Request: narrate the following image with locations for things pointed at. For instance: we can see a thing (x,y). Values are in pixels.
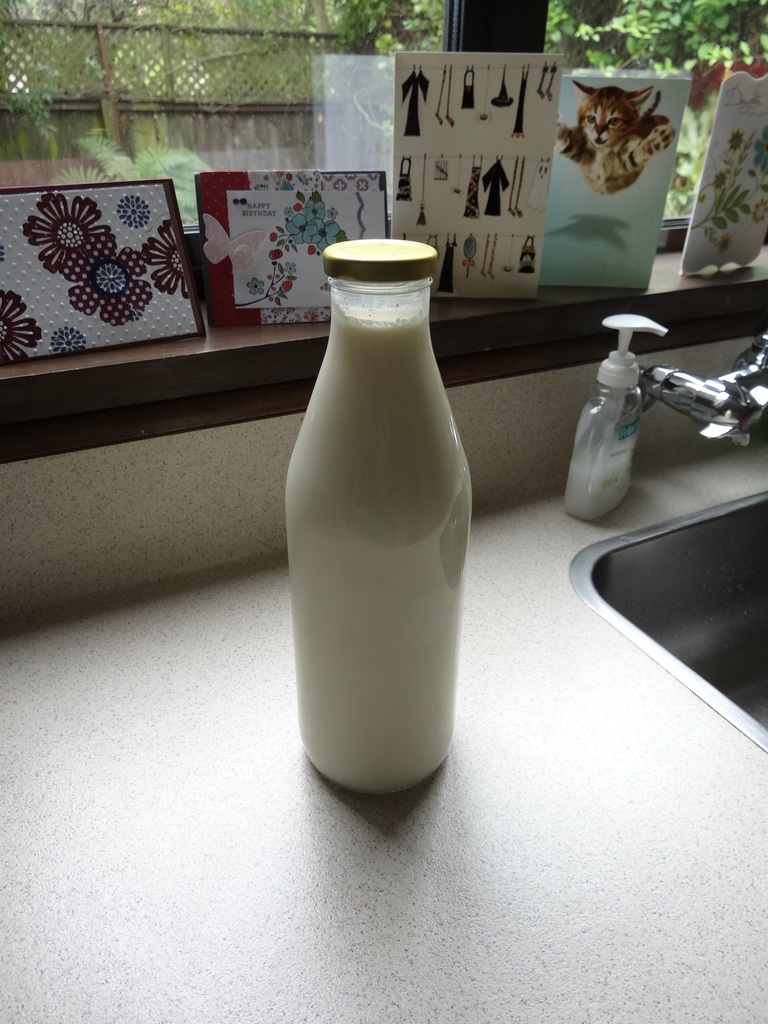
In this picture I can see there is a milk bottle (353,415) placed on a surface (349,828) and there is a wash basin (738,568) and a hand wash (598,442) placed on the right side (589,571), there are a few images (456,200) of plants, cat (650,129), dress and there is a glass window (356,60) and there is a wall (169,78) and trees (677,214) visible from the window (129,61).
